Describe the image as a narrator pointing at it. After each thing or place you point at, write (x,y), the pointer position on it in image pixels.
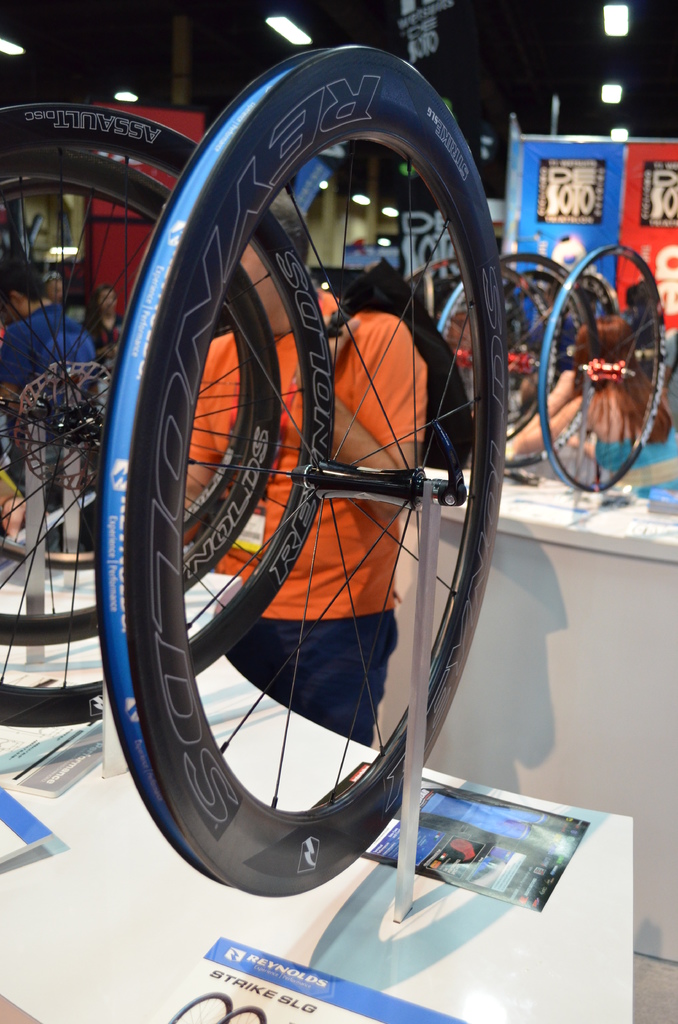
In this picture we can see some text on the wheels (60,630). There are a few pamphlets (299,1018) visible on a desk (38,977). We can see a few boards (662,154) and some text (660,198) on it. There are some people (26,368) visible in the background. Some lights (305,36) are visible on top.
